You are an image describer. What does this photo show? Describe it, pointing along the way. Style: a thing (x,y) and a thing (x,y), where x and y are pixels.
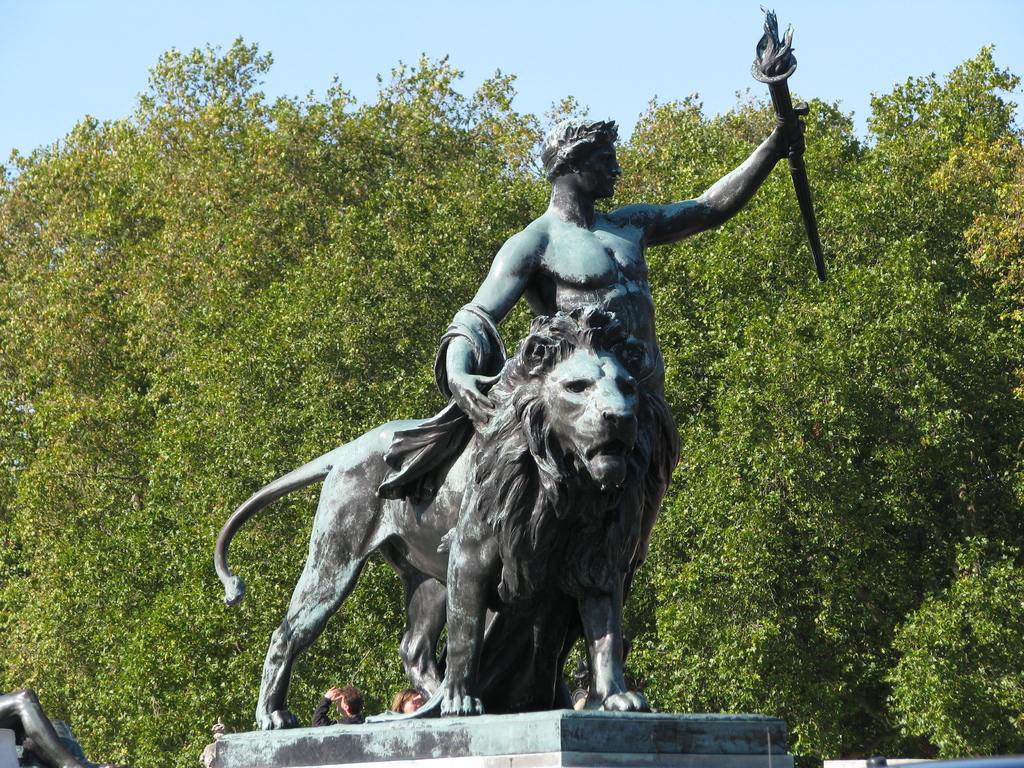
In the center of the image (513,412) a sculpture (446,471) is there. In the background of the image (372,403) trees (661,144) are present. At the top of the image (655,75) sky (643,62) is there.
